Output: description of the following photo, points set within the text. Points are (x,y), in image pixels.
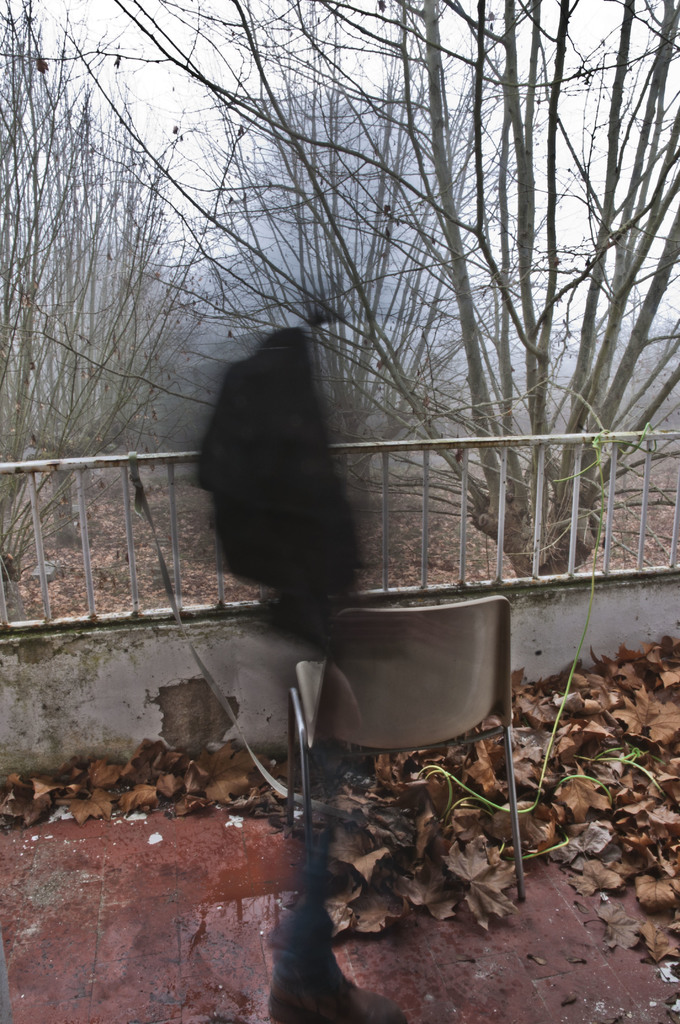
In this picture we can see a chair (385,704) and some leaves (565,725) at the bottom (546,820), there is railing (84,496) in the middle (388,552), in the background (529,429) there are some trees (529,282), we can see the sky (205,149) at the top of the picture (202,100).
